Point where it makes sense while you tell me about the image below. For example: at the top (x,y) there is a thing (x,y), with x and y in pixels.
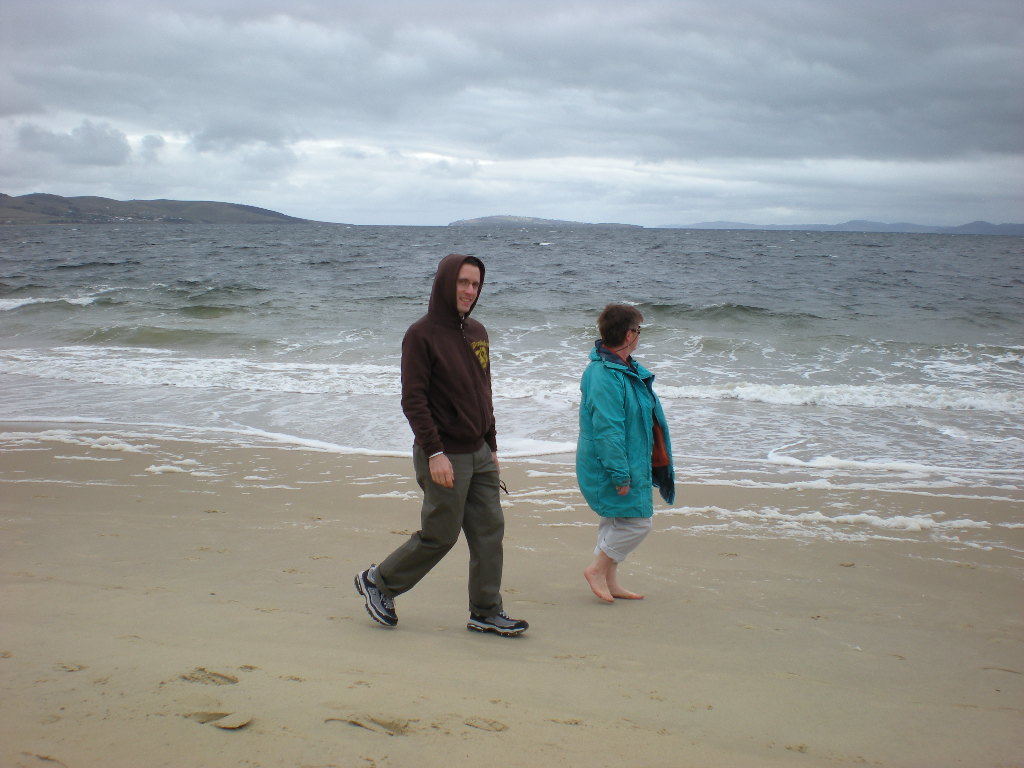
In this image we can see two persons (628,518) standing on the ground (373,525). One person (470,569) is wearing a brown jacket (479,401), women (629,363) is wearing spectacles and blue coat (606,438). In the background (174,302) we can see water (668,267) and cloudy sky (336,158).
